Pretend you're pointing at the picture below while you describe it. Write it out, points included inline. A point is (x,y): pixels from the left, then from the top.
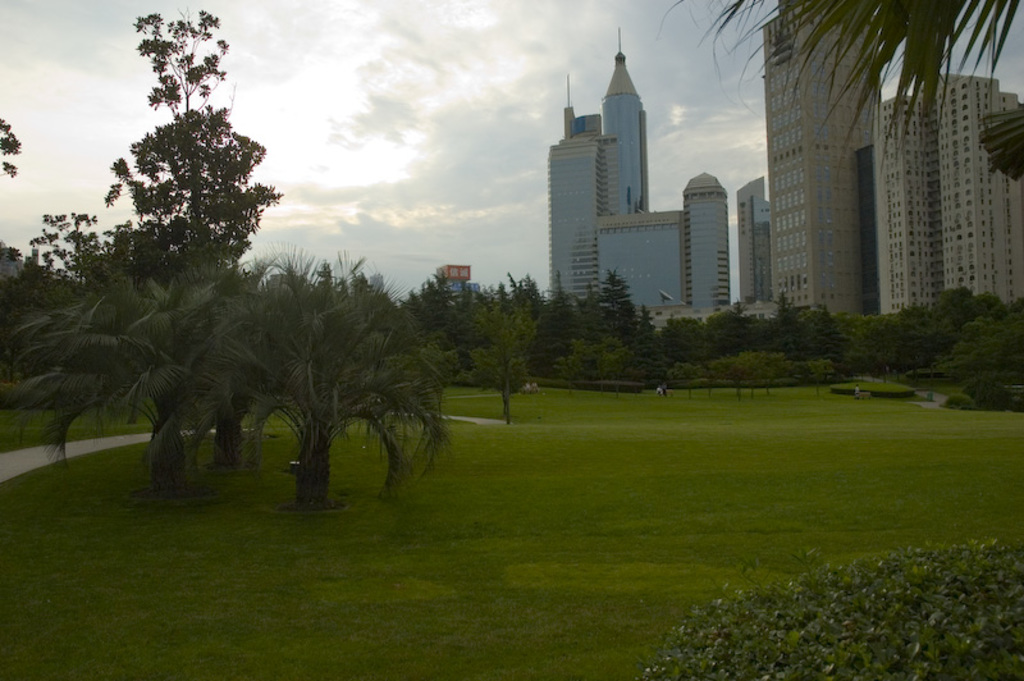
In this picture there is a greenery ground (714,418) and there are few trees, people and buildings (815,193) in the background (948,162) and the sky (519,59) is a bit cloudy.
